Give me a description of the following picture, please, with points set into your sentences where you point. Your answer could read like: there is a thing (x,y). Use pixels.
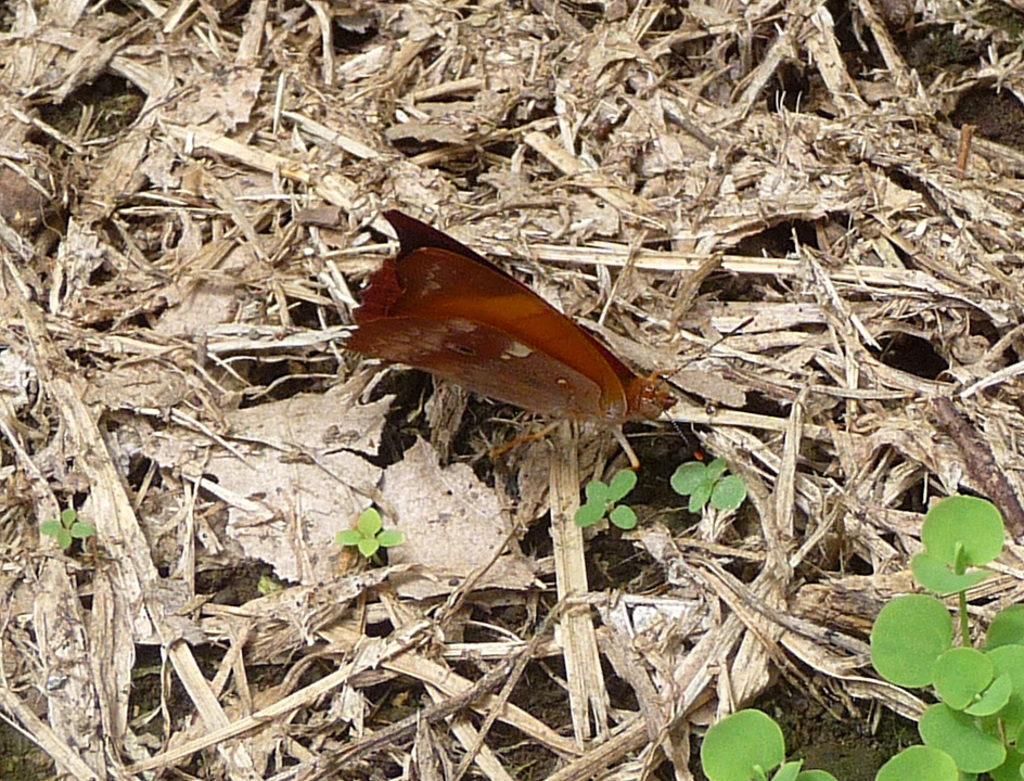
In this image we can see a butterfly (710,347) on the ground (645,507). We can also see some plants (925,666).
